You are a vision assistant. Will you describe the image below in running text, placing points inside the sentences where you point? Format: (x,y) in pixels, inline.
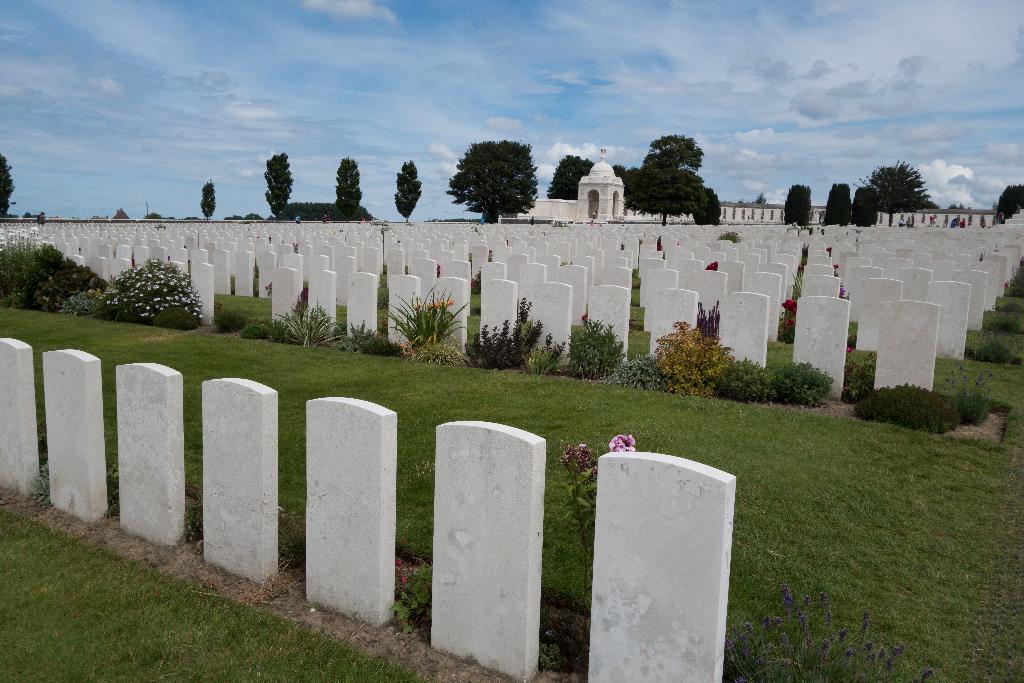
This is the picture of a place where we have some cemeteries (100,267) on the floor (1021,566) and also we can see some plants (96,283), trees (647,195) and a building (583,199) to the side.
